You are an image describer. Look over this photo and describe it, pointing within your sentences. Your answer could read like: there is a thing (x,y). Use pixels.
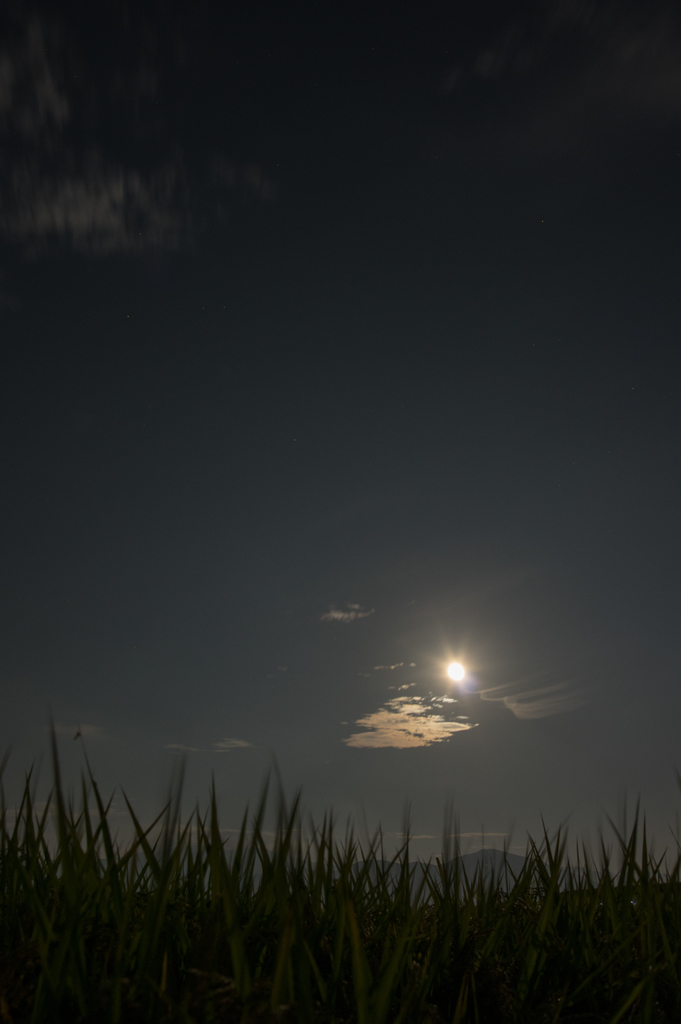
In this picture we can see grass (470,902), clouds (405,727) and the moon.
